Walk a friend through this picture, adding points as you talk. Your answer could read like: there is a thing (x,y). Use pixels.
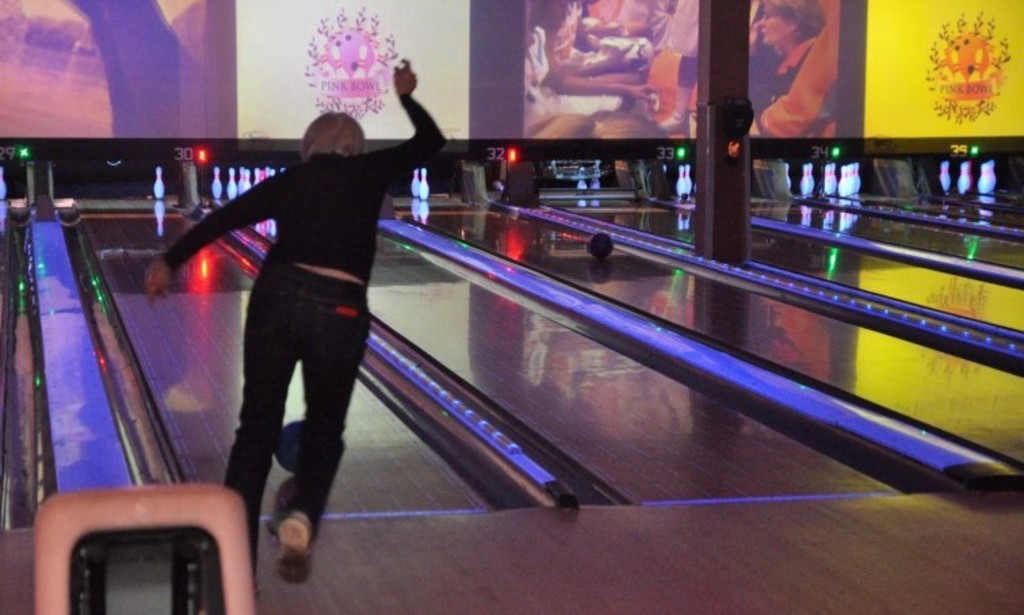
There is a lady (252,322) playing a bowling game. There is a ball (285,450). In the back (663,81) there are some pictures (561,66) on the wall (484,17).
